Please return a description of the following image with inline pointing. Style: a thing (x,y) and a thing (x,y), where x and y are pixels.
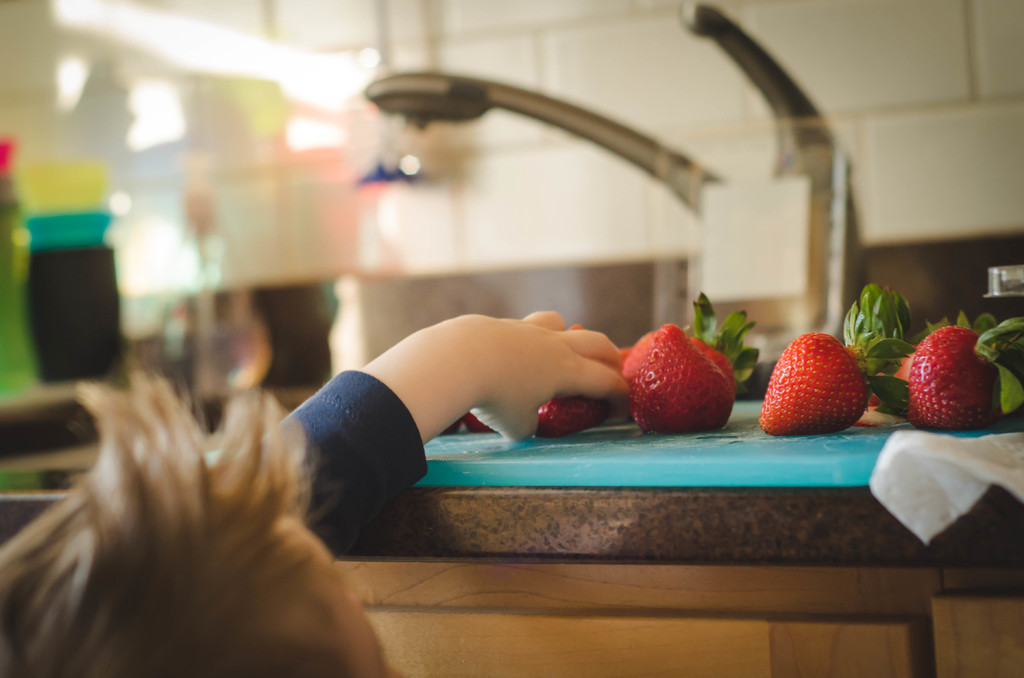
In this image we can see few fruits (865,372). There is a person (321,560) in the image. There are few objects (454,429) in the image. There is a blur background (310,271) at the top of the image (315,192).
